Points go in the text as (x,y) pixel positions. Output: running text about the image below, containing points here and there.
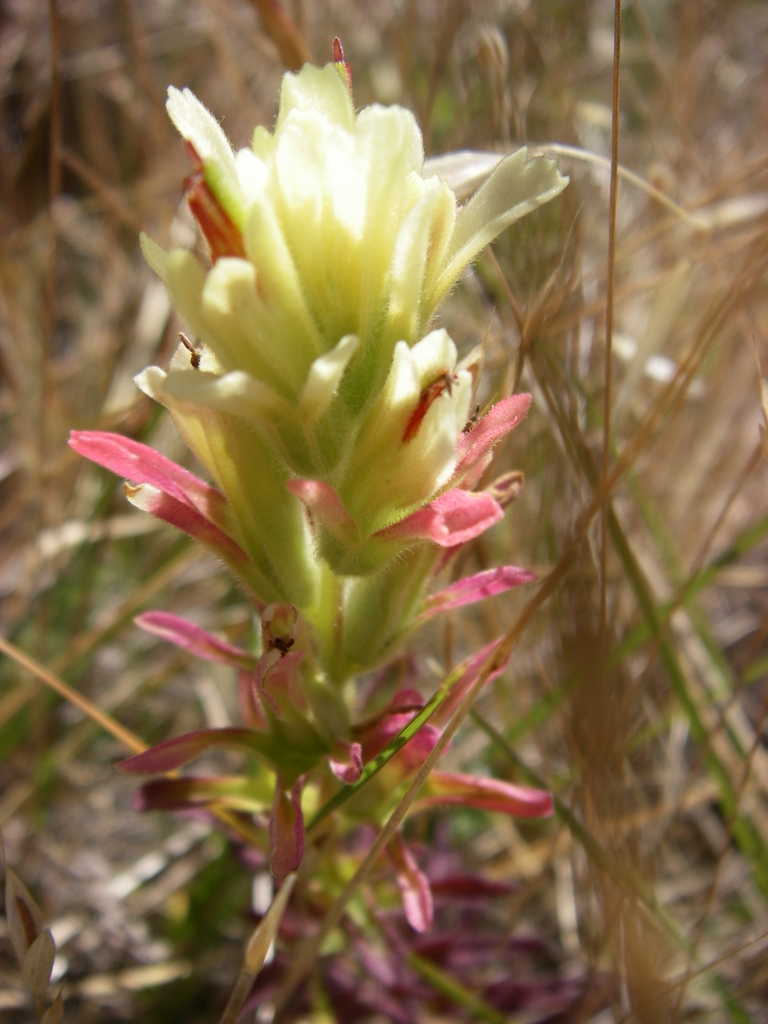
In the foreground (268,716) we can see a flower (303,437). In the background (54,425) there is grass (580,616) and mostly it is blurred.
